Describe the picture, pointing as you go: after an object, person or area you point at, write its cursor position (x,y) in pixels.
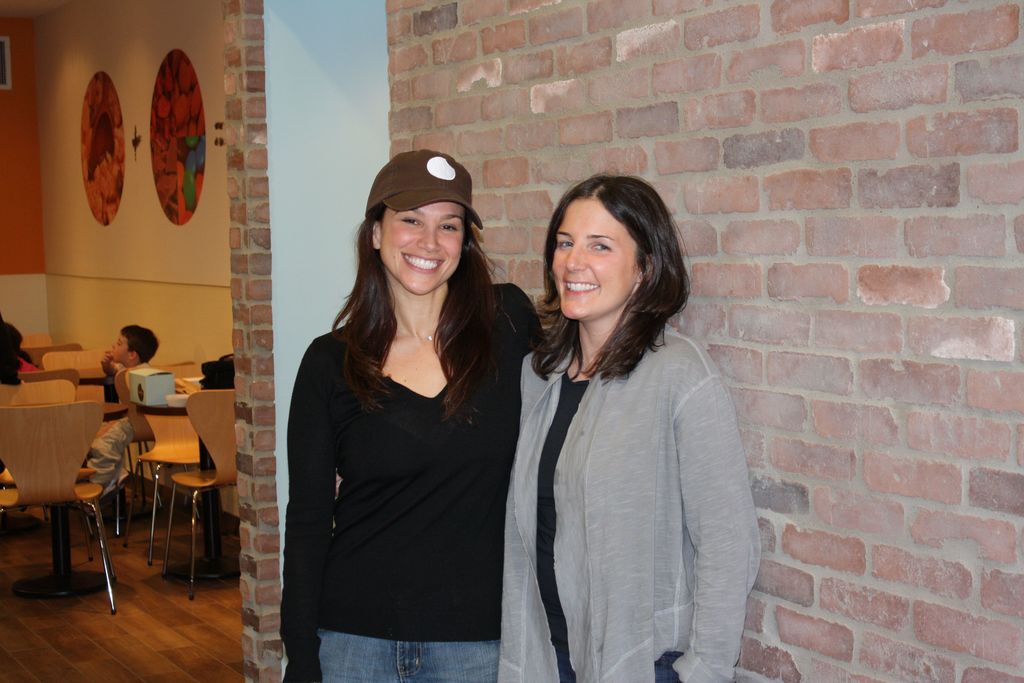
In this picture we can see two woman (564,349) standing and smiling and in the background (106,355) we can see children's (147,333) sitting on chair (224,422) and for wall (141,76) there is painting (85,127).
